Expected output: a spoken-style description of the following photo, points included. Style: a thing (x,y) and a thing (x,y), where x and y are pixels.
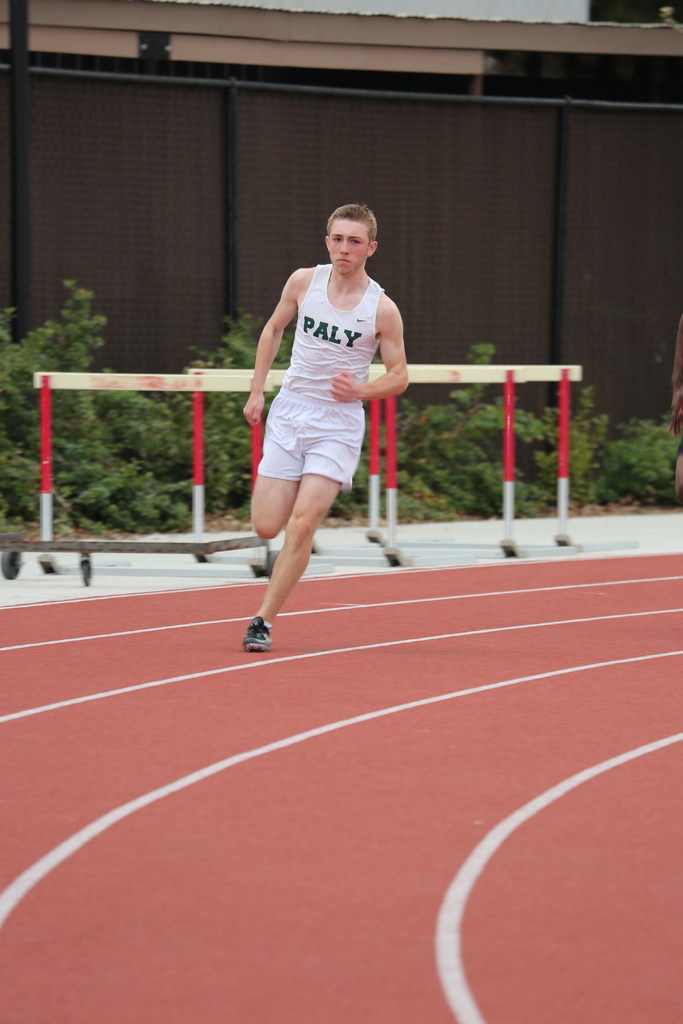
In the foreground (258,467) I can see a person (339,476) is running on the ground (331,778). In the background (419,498) I can see a fence (154,327), plants (433,457) and wall (581,19). This image is taken may be during a day.
